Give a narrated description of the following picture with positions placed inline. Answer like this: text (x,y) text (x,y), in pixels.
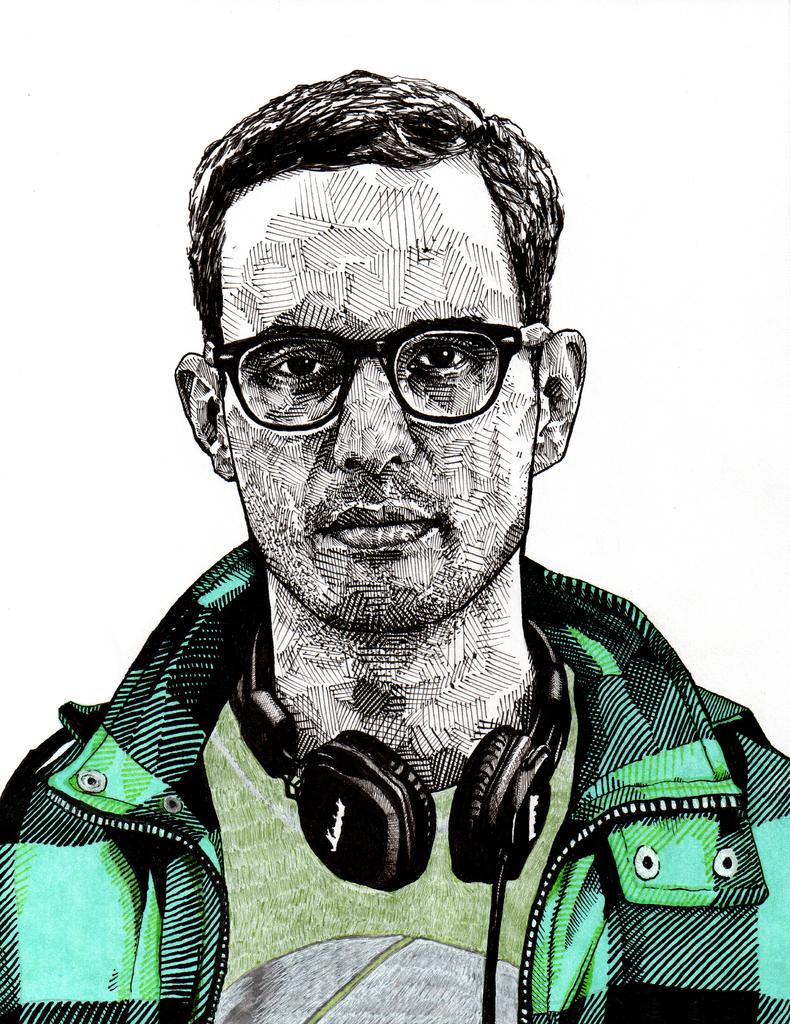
In this image I can see a sketch (251,575) of a man (283,551) wearing green jacket (591,788), black headphone (453,831) and specs (237,379). I can also see white colour in background (652,149).
